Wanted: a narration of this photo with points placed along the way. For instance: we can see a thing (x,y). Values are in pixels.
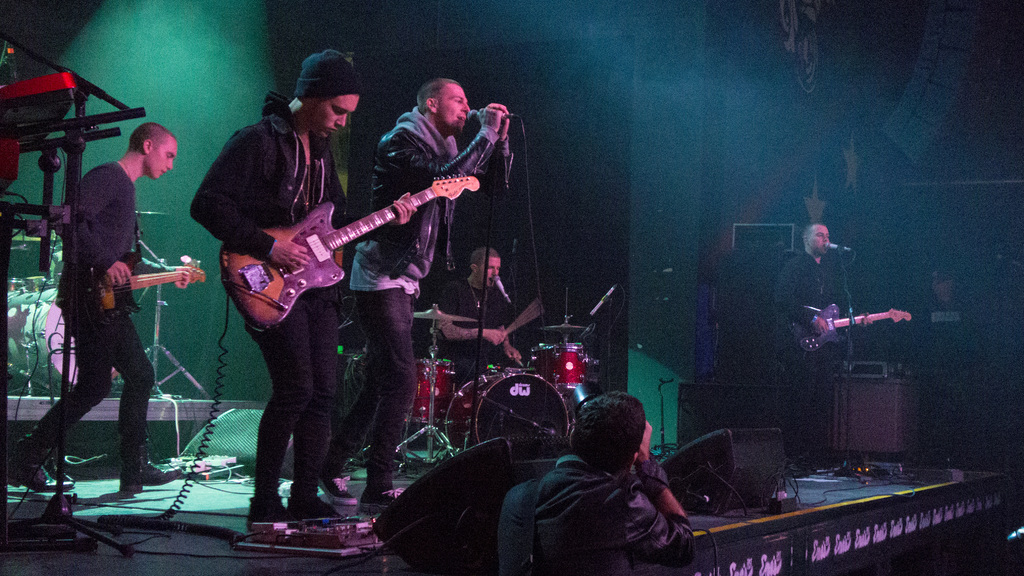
In the middle (491,329) there is a man (472,342) he is sitting and playing drums (520,370). In the middle (402,357) there is a man (412,284) he is standing and i think he is singing. On the left (317,256) there are two men (216,233) they are playing guitar (205,271). On the right (807,315) there is a man (811,367) he is playing guitar (836,328). In the middle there is a man (579,507), i think he is taking pictures. In the background (464,388) there are drums (502,381), speakers (492,470) and many musical instruments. I think this is a stage performance.
